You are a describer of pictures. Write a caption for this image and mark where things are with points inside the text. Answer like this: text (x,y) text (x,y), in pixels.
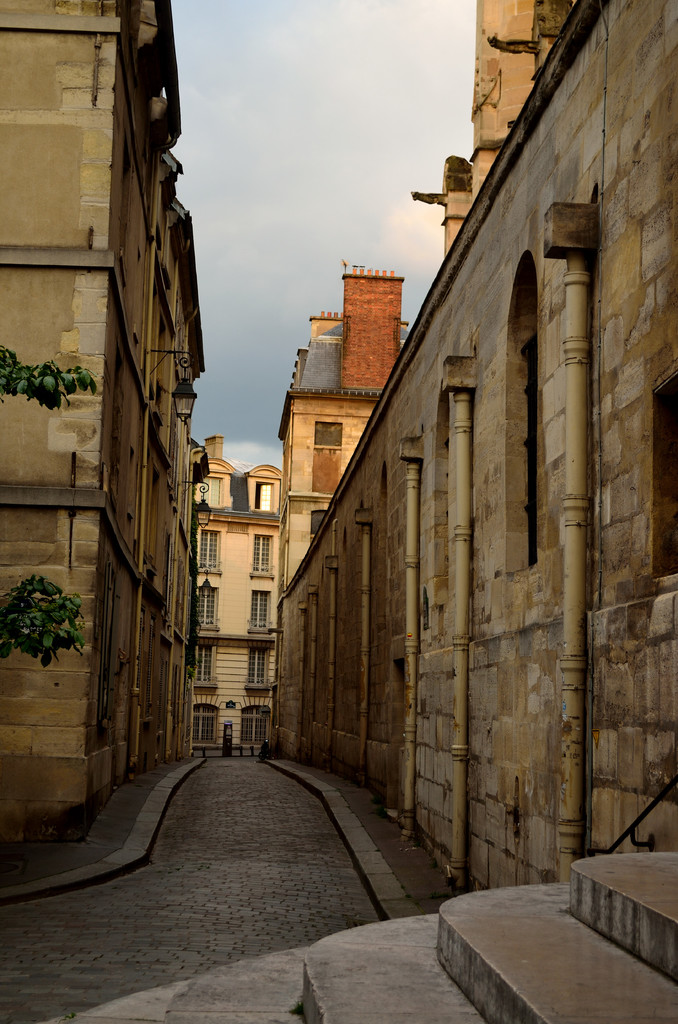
In this image there is a pavement (282,784) in the middle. There are buildings (262,551) on either side of it. At the top (335,93) there is the sky (355,79). There are pipes (462,624) attached to the building (525,444). At the bottom (470,947) there are steps (391,967). On the left side (58,400) there are plants (42,380).
